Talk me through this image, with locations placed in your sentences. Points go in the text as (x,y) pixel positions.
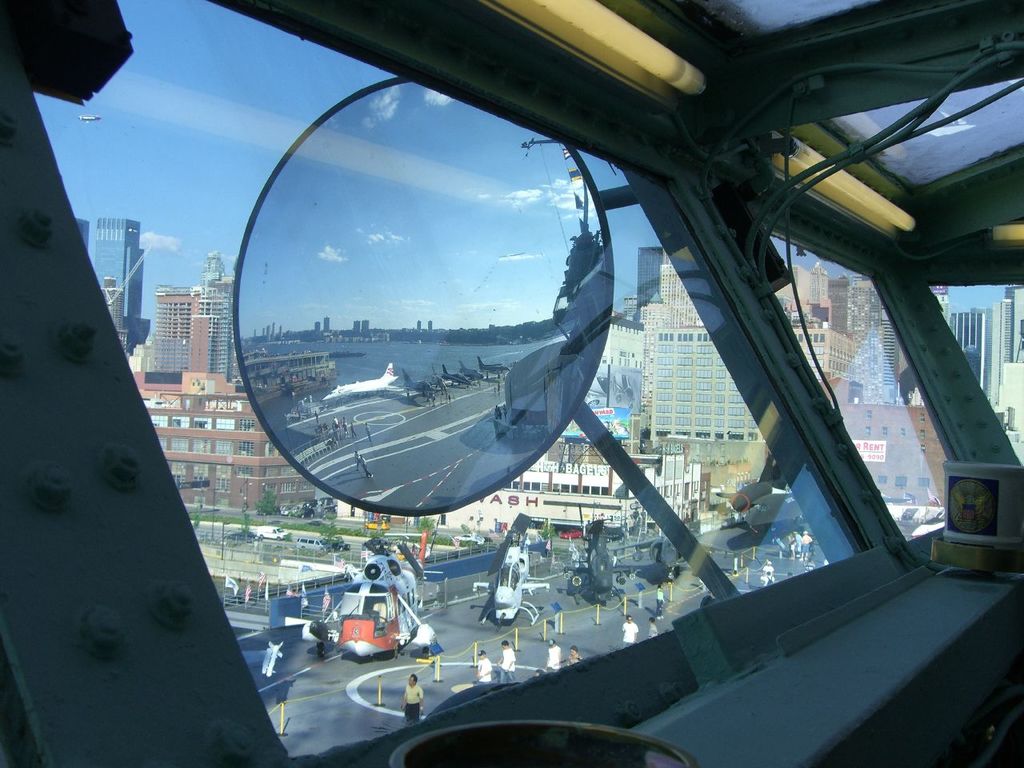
In this image I can see many aircraft (353,630), few people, buildings (294,379), vehicles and the sky (240,175) is in white and blue color. In front (336,370) I can see the glass wall (158,150) and the parking mirror (316,372) is attached to it.
